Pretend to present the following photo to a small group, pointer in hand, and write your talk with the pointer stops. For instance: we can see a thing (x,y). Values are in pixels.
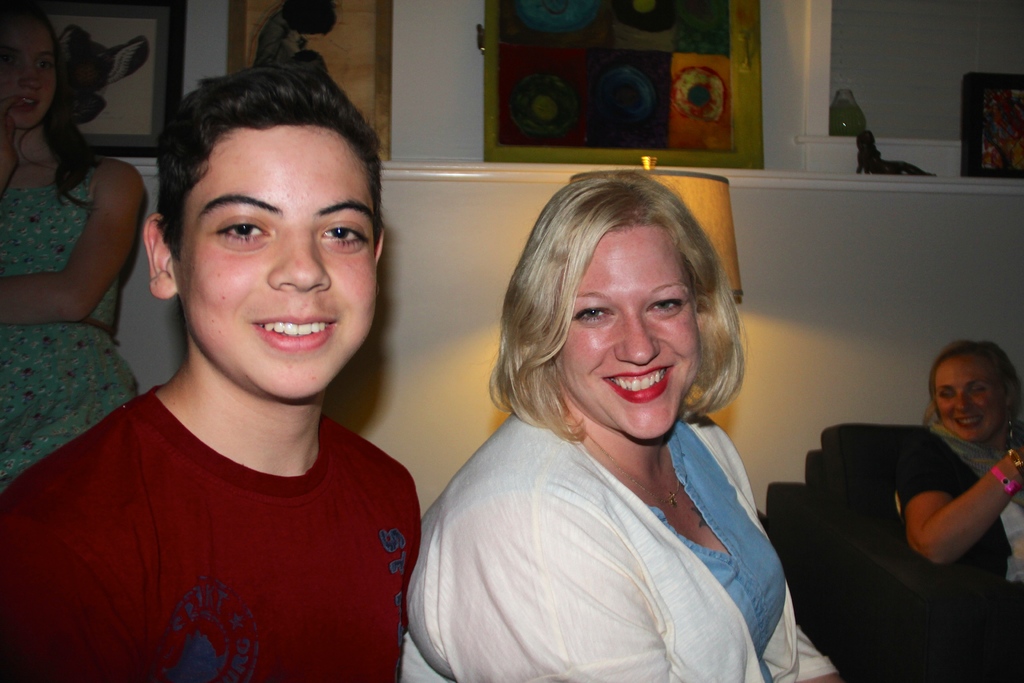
In this picture there are two persons (384,507) sitting and there is another women (964,499) sitting in the right corner (954,541) and there is another woman (60,252) standing in the left corner (49,266) and there are few photo frames (531,98) and some other objects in the background (588,70).
